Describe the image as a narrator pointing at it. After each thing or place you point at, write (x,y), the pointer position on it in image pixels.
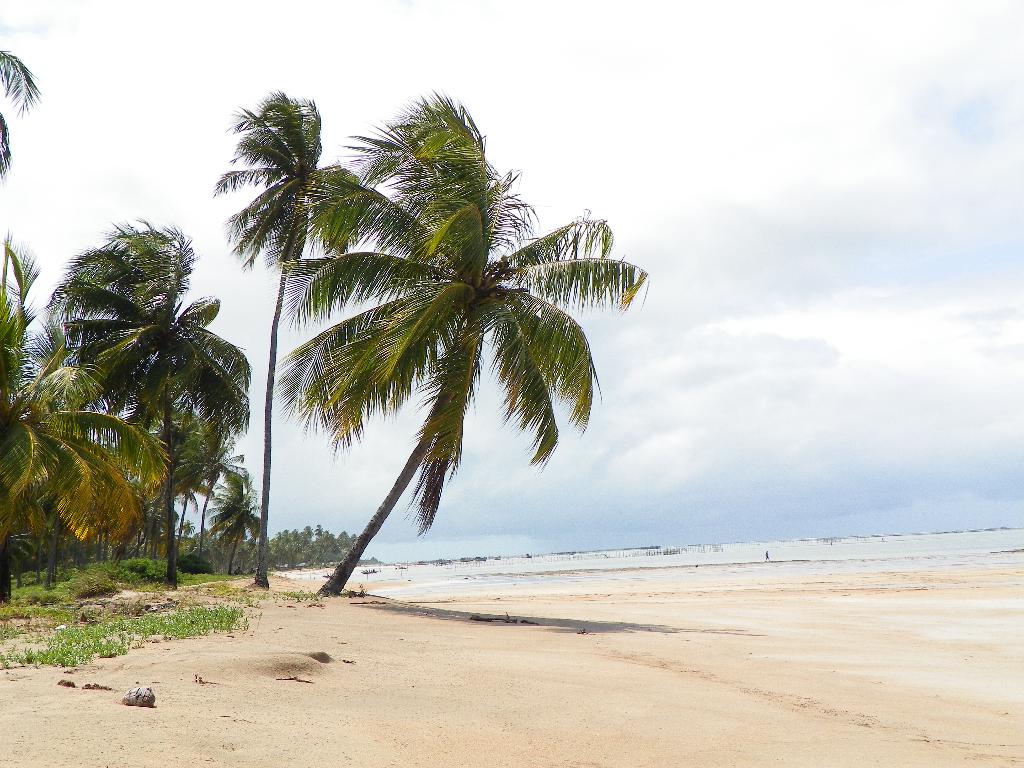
This image is clicked near the beach (689,699). At the bottom (359,709), there is sand (216,673). To the left (124,433), there are coconut trees (156,382). At the top (837,82), there are clouds (804,320) in the sky (662,461). To the right (779,551), there is water (620,557).
